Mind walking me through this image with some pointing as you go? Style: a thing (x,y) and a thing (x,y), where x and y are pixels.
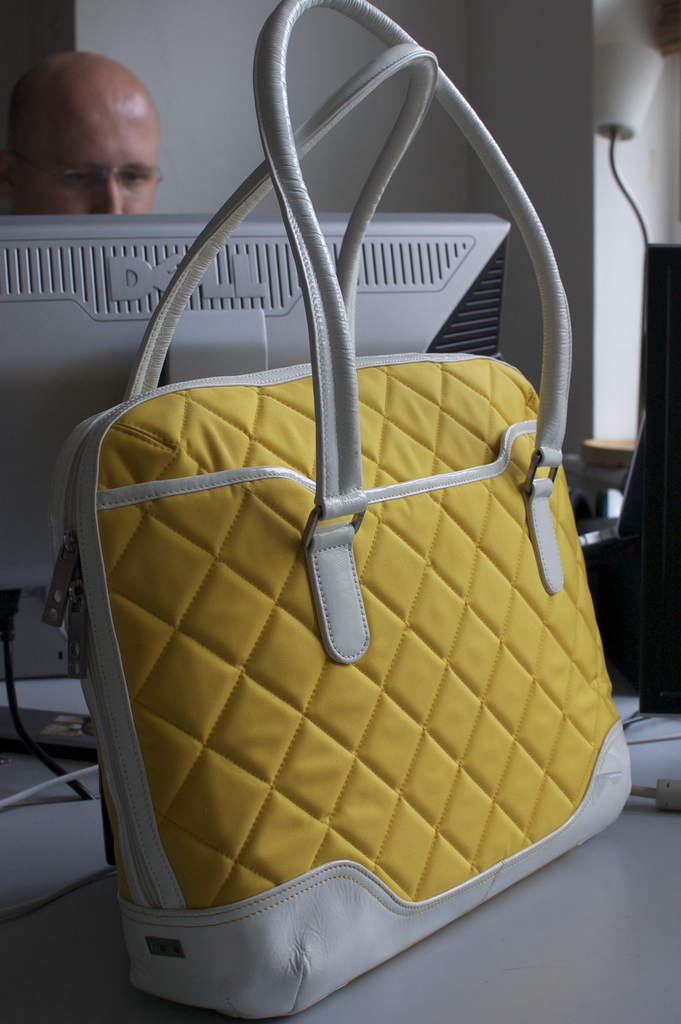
In this picture we can see a person (125,163). This is table (592,965). On the table (627,972) there is a bag (283,479) and a monitor (283,251). On the background (512,101) there is a wall (518,49).
